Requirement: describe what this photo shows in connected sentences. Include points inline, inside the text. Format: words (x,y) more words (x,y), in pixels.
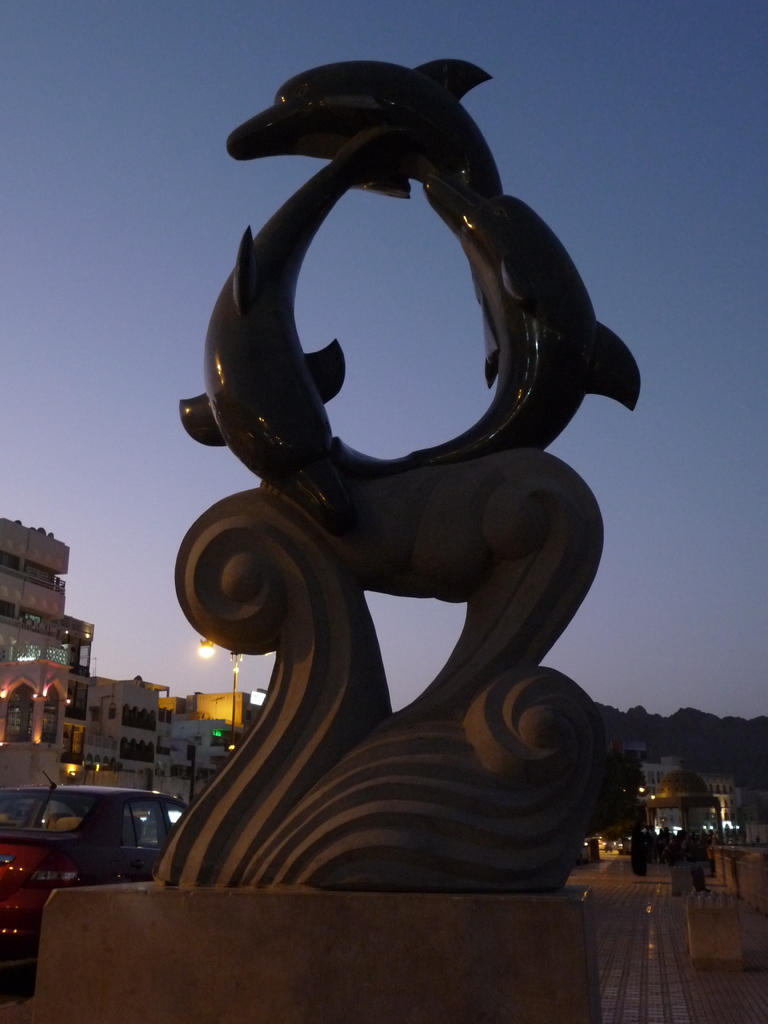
In this image we can see a statue (429,811). Behind the statue (267,918), car (103,859), road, building (211,745) and pole (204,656) is there. The sky (121,215) is in blue color.
